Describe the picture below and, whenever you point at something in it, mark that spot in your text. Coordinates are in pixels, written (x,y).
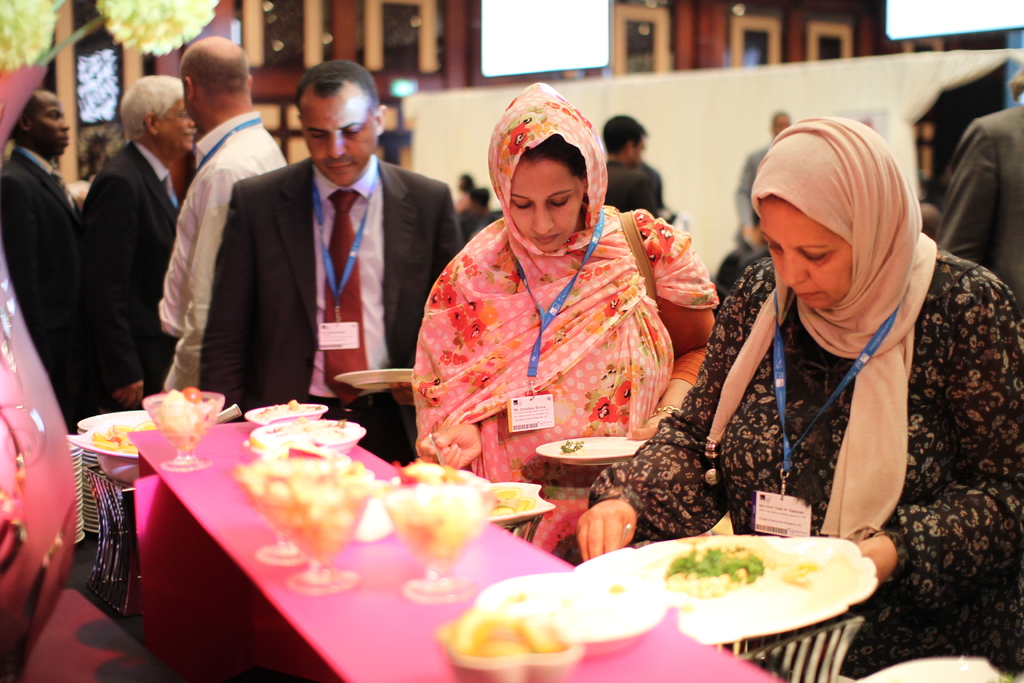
In this picture there is a woman (814,341) who is wearing card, scarf (865,508) and black dress (982,477). She is holding a plate (682,550) and food (682,564). Besides her we can see another woman (515,203) who is wearing pink color dress (591,390), standing near to the table (356,605). On the table (522,540) we can see ice-creams (397,508). On the back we can see group of person (756,249) standing near to the wall (436,150). On the top (569,42) we can see window (566,57). On the left (29,470) there is a pot (12,460). Here we can see bowl (86,440), plate (118,416) and other food items (288,429). There is a man (361,162) who is wearing suit (311,311), id card (329,340) and holding a plate (365,374).
